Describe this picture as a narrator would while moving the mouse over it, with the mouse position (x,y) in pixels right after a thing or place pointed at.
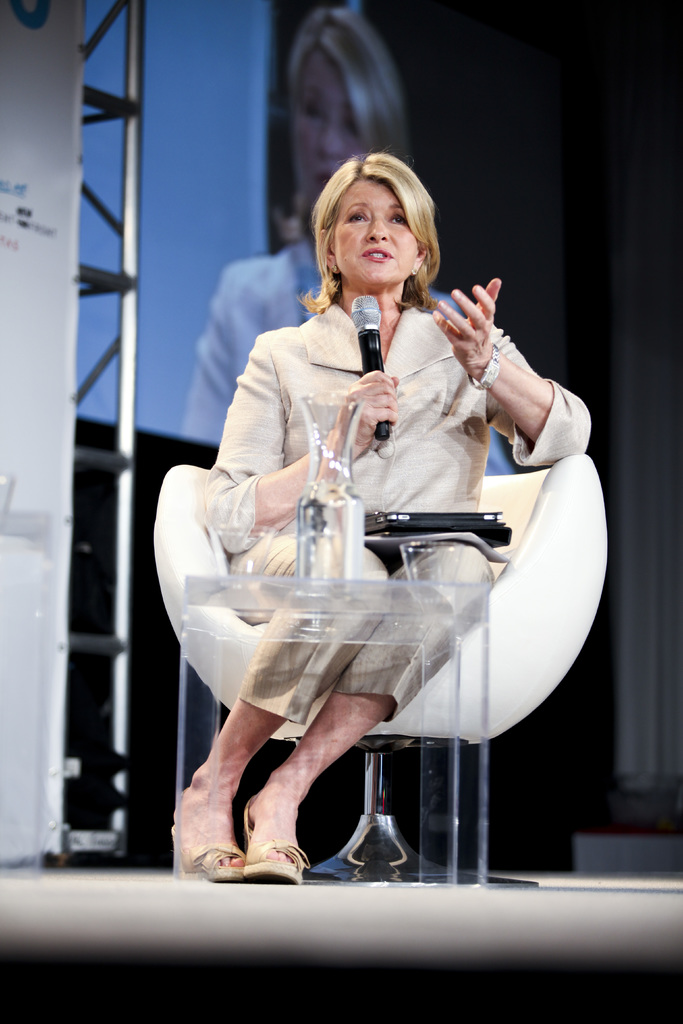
In the middle of the image (430,353) we can see a woman (430,495), she is sitting and she is holding a microphone (376,344), in front of her we can see a vase (321,423) on the table (391,641), in the background (132,410) we can see few metal rods (132,254) and a screen (231,212).
